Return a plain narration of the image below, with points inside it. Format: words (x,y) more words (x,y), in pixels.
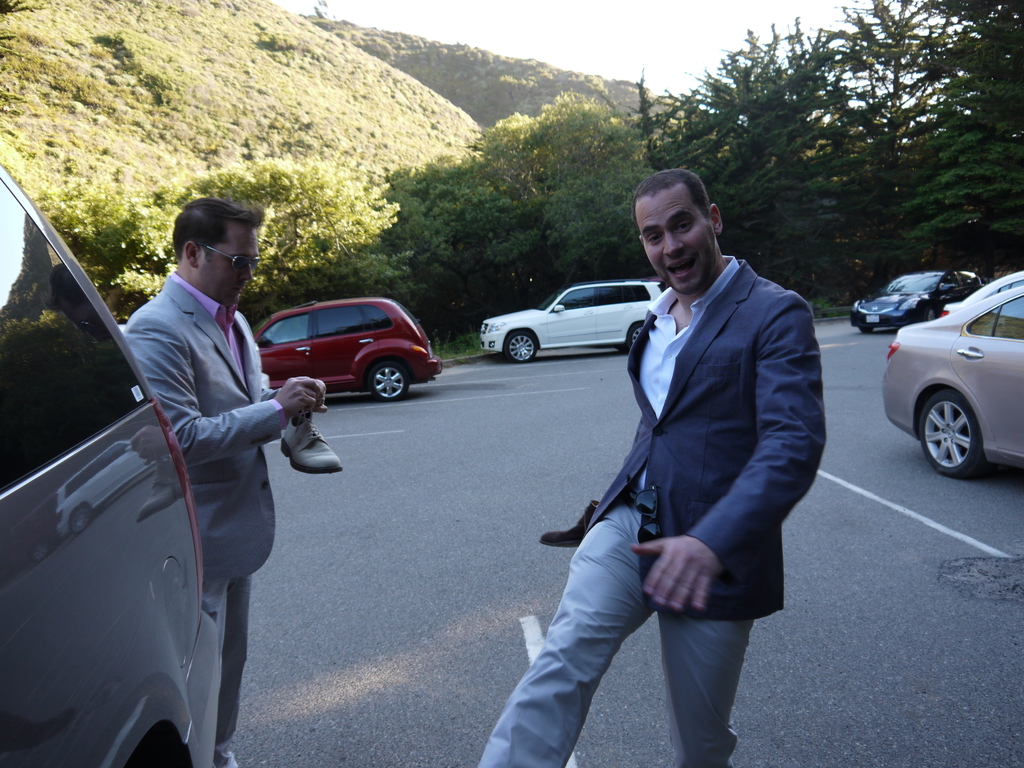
In this picture we can see two men (234,457) are standing in the front (315,415), there are some cars (986,366) on the road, in the background (867,153) we can see trees (840,150) and a hill (396,127), there is the sky (677,53) at the top of the picture (585,20), a man (255,397) on the left side (267,413) is holding a shoe (288,434).
